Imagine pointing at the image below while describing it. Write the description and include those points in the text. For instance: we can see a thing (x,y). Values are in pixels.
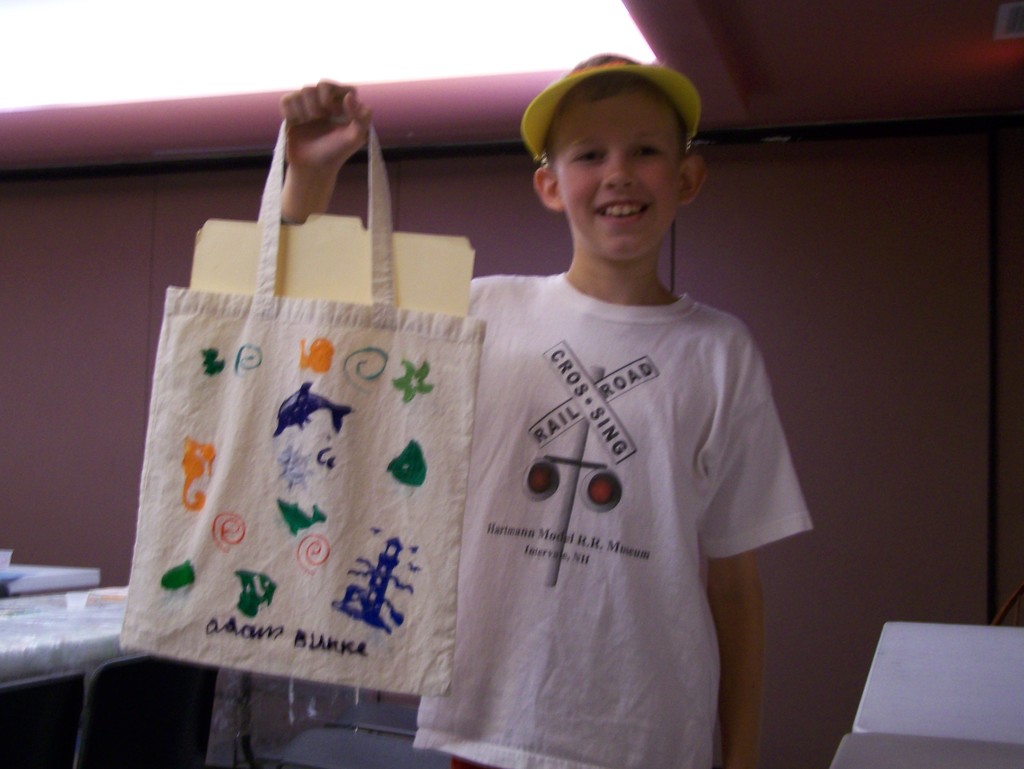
In this picture a boy (545,634) is holding a bag (384,307) with some documents (303,283).
